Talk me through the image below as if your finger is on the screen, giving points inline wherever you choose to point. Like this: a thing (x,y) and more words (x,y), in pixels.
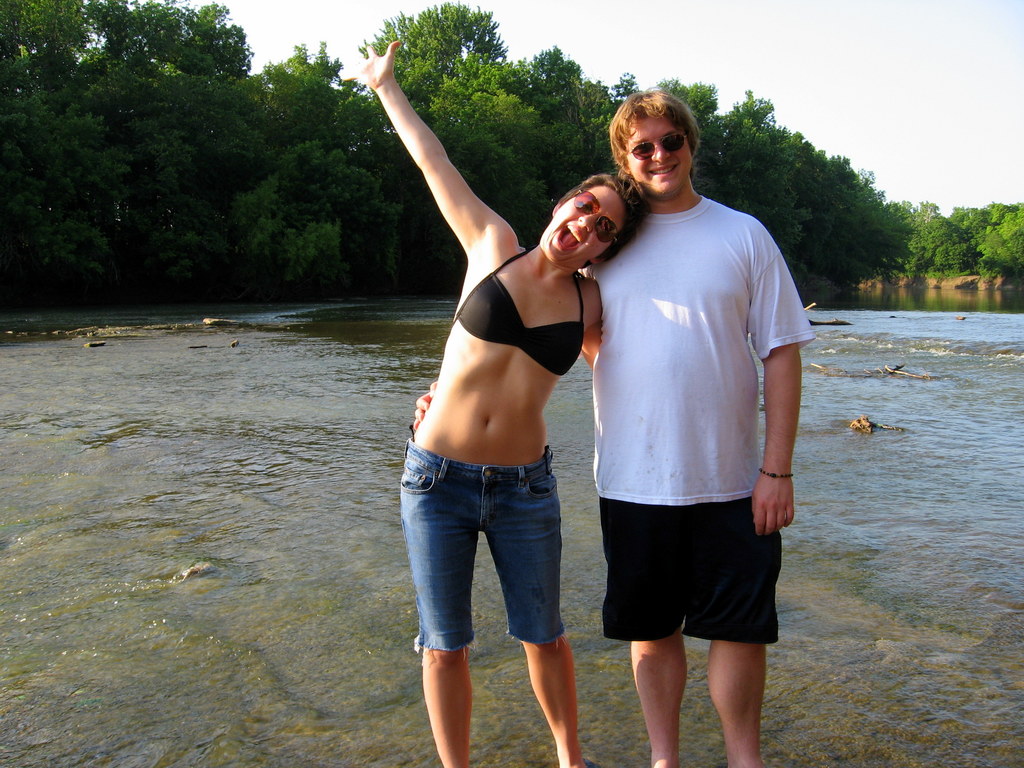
In this image, we can see a man (726,535) and a woman (474,451) standing, there is water (260,515) and there are some green color trees (372,173), at the top there is a sky (840,61) which is cloudy.
